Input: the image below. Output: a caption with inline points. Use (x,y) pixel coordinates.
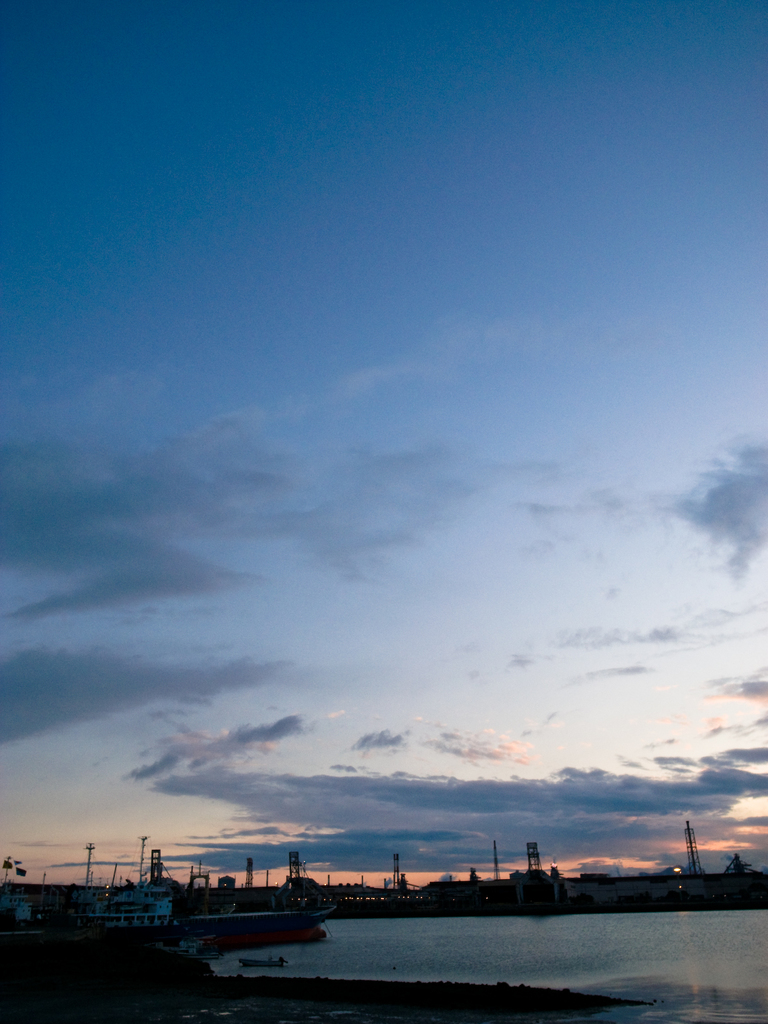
In this picture i can see many towers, poles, ropes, wires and boats (123,912). At the bottom (572,957) there is a water (492,966). In the center (467,635) i can see the sky (392,237) and clouds (711,465).
